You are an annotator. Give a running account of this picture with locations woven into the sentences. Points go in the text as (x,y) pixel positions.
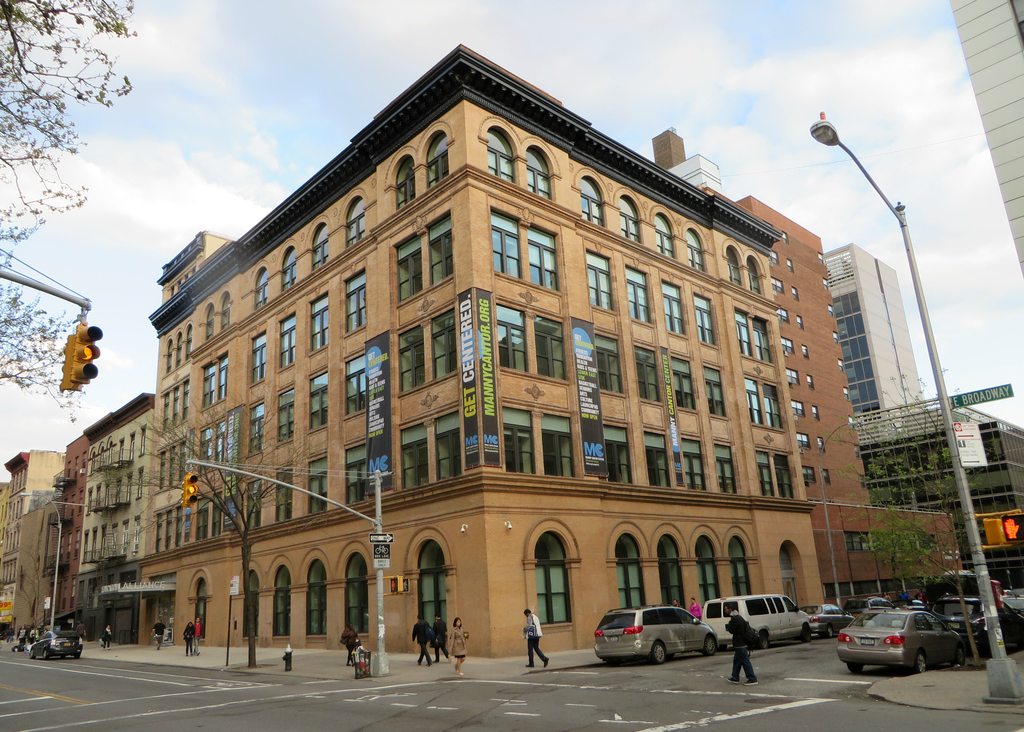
In this image I can see the road (488,681). On the road (656,684) there are many vehicles (893,662) and people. To the side of the road (703,719) there are few more people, many poles (377,657) and the buildings (401,336). In the background (110,216) there are trees (47,52), clouds (594,67) and the sky (579,58).
